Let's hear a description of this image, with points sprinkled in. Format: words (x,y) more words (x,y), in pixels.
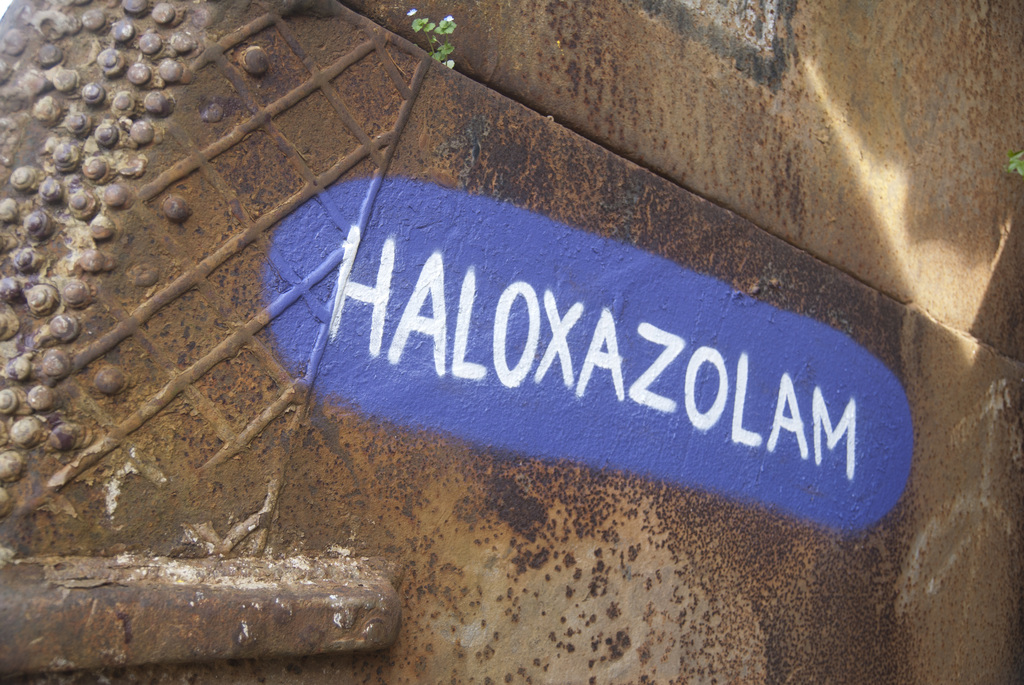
In the picture there is some name (373,357) written with white paint (391,252) on a purple background (517,254) on a surface (383,492).
